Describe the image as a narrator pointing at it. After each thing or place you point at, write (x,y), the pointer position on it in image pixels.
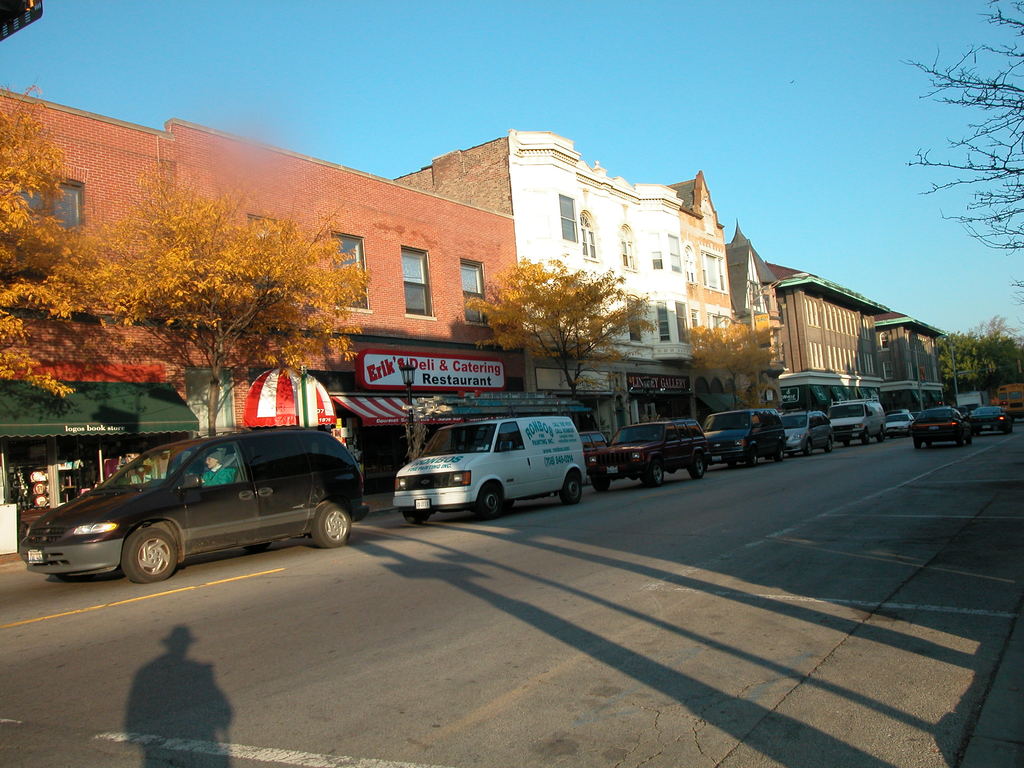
There is a road (627,575). On the road (823,490) there are vehicles (952,437). In the back (483,288) there are many buildings (476,271) with windows (402,258). Also there are trees (520,340) and something is written on the building (519,367). In the background (504,80) there is sky (724,86). And on the left side (213,687) we can see a shadow (186,701) of a person (159,704).
